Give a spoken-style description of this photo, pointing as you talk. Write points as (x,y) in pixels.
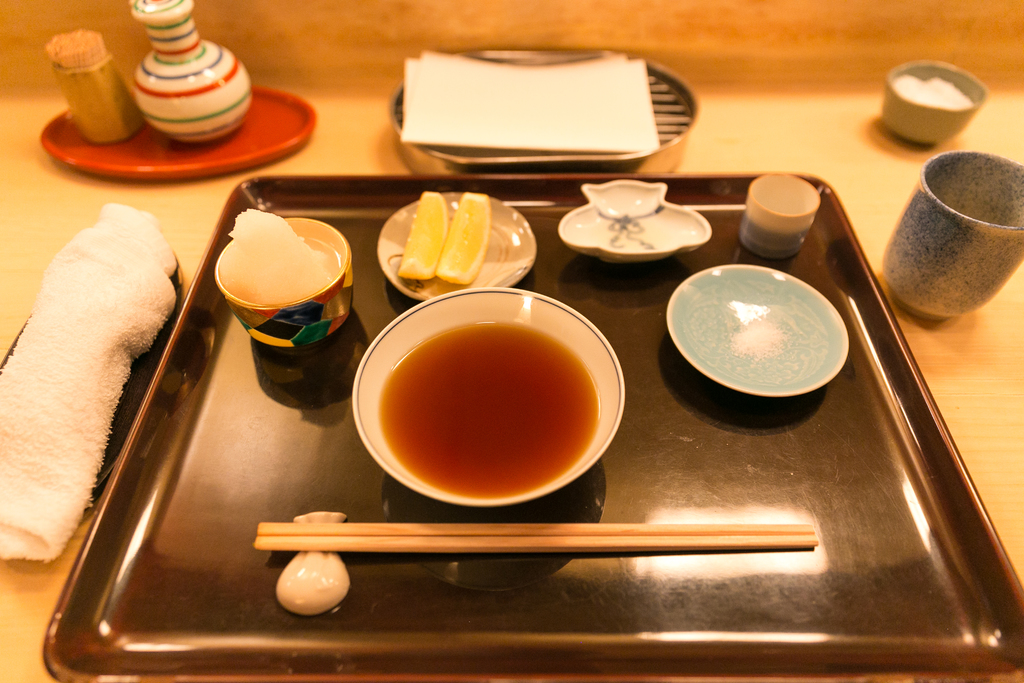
In this picture we can see soup (488,387) is in the bowl (489,321), and also we can find couple of bowls (324,279), glasses (914,270), chopsticks (349,549), napkin (100,420) and toothpicks (98,44) on the table (274,167).
